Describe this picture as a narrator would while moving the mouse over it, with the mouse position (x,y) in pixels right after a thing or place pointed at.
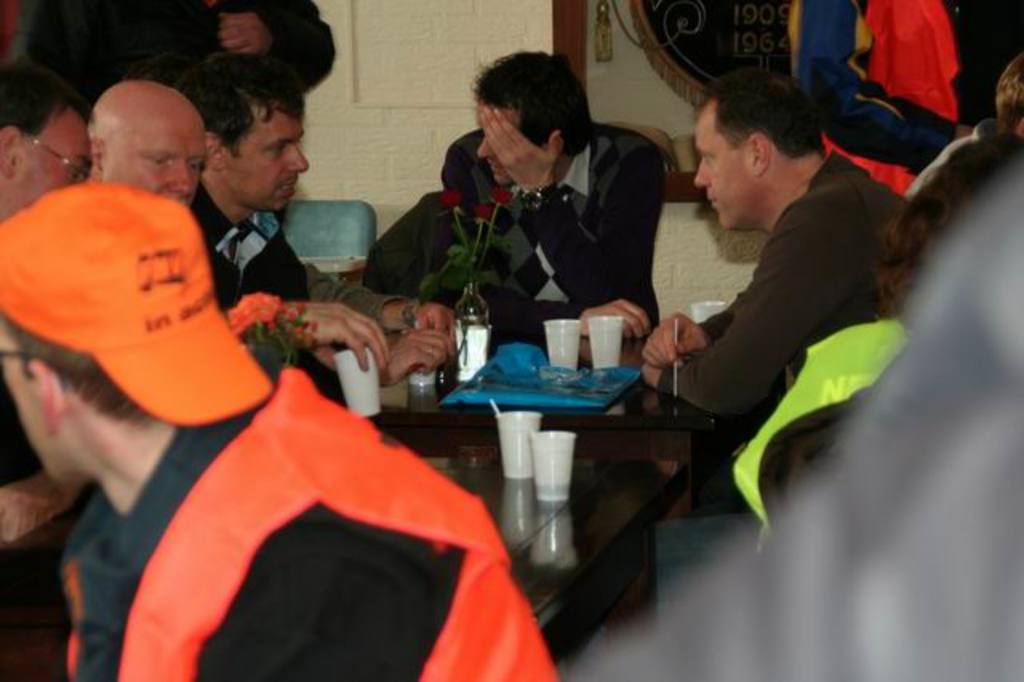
In this image we can see a group of people (496,292) are sitting, in front (515,496) here is the table (493,412), here is the flower vase (457,320), here are the roses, here are the glasses (518,455), and some objects (552,383) on it, here is the wall (333,183).
